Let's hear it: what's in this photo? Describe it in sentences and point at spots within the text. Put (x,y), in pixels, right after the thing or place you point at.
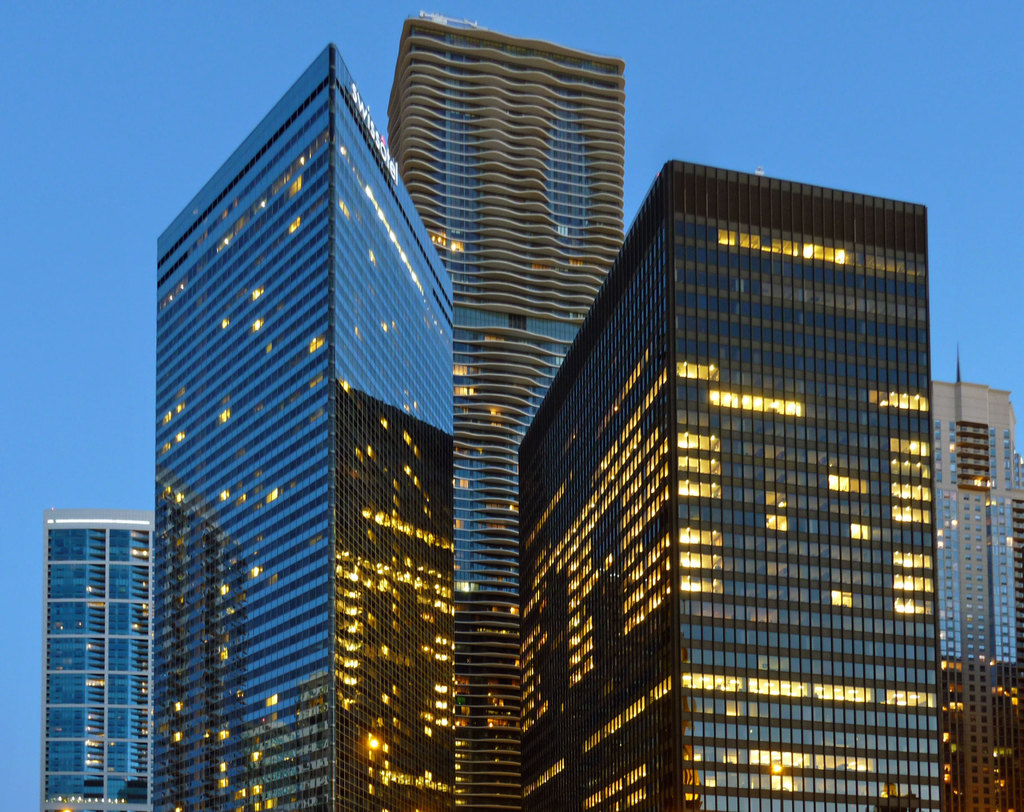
In this image, we can see few buildings (467,671) with glasses (658,604). Background (894,161) there is a blue sky (787,95).
